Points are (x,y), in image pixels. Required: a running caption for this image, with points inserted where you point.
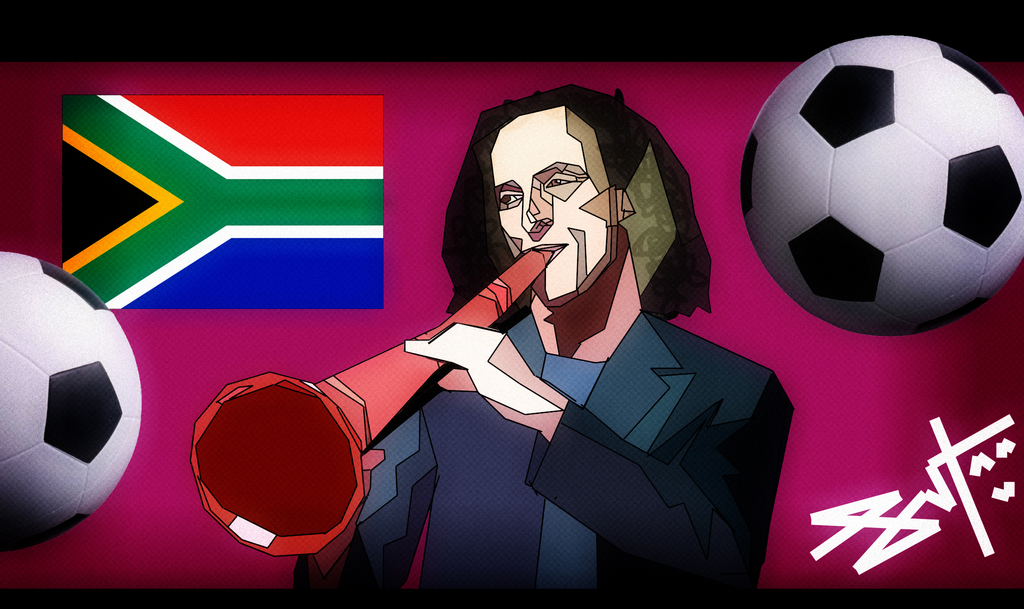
In the picture we can see a cartoon image (545,571) of a man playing a musical instrument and besides him we can see a flag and on both the sides we can see football images (105,404) and to the bottom (908,534) we can see a signature (889,506).
